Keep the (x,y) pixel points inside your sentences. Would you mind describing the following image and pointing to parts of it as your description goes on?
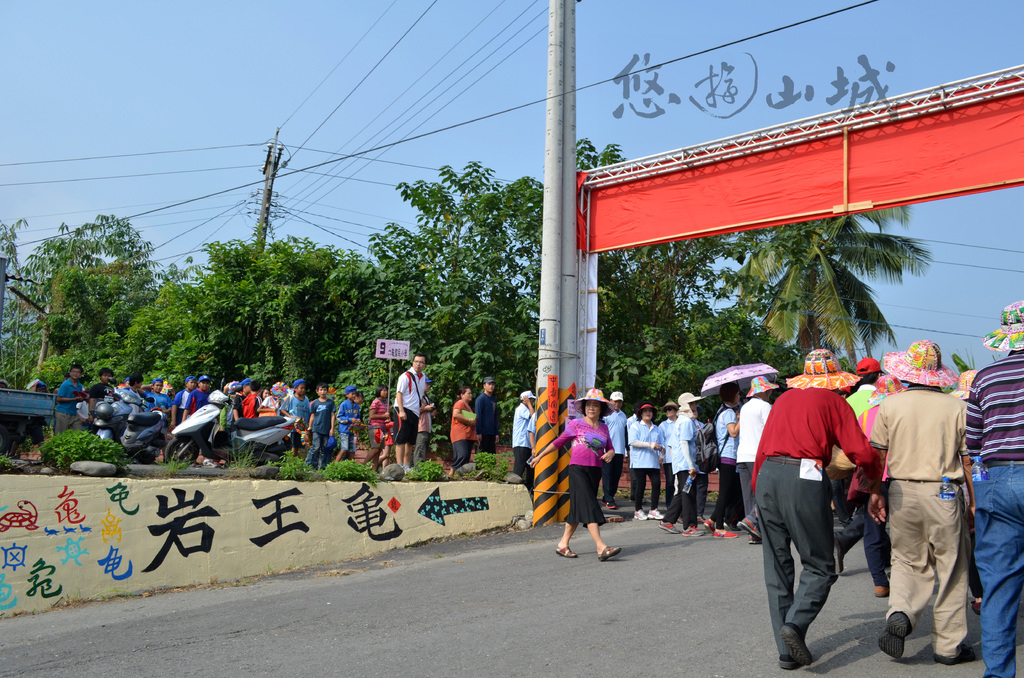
In this image we can see persons (521,455) walking on the road (693,539), electric poles (273,203), electric cables (505,25), trees (463,310) and sky (491,20).
